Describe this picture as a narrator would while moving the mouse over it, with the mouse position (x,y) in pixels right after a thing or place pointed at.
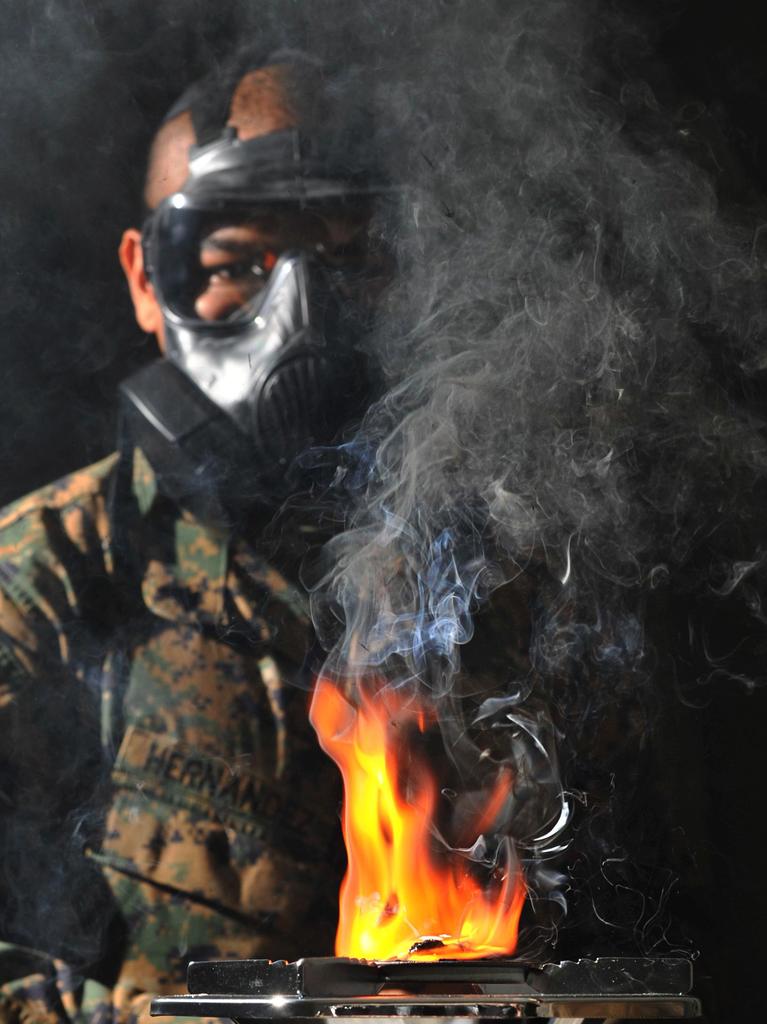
In this image there is a man (226,447) standing, he is wearing an object (180,273), there is an object (381,993) towards the bottom of the image (353,989), there is fire (387,936), there is smoke (421,664), the background of the image (757,561) is dark.
